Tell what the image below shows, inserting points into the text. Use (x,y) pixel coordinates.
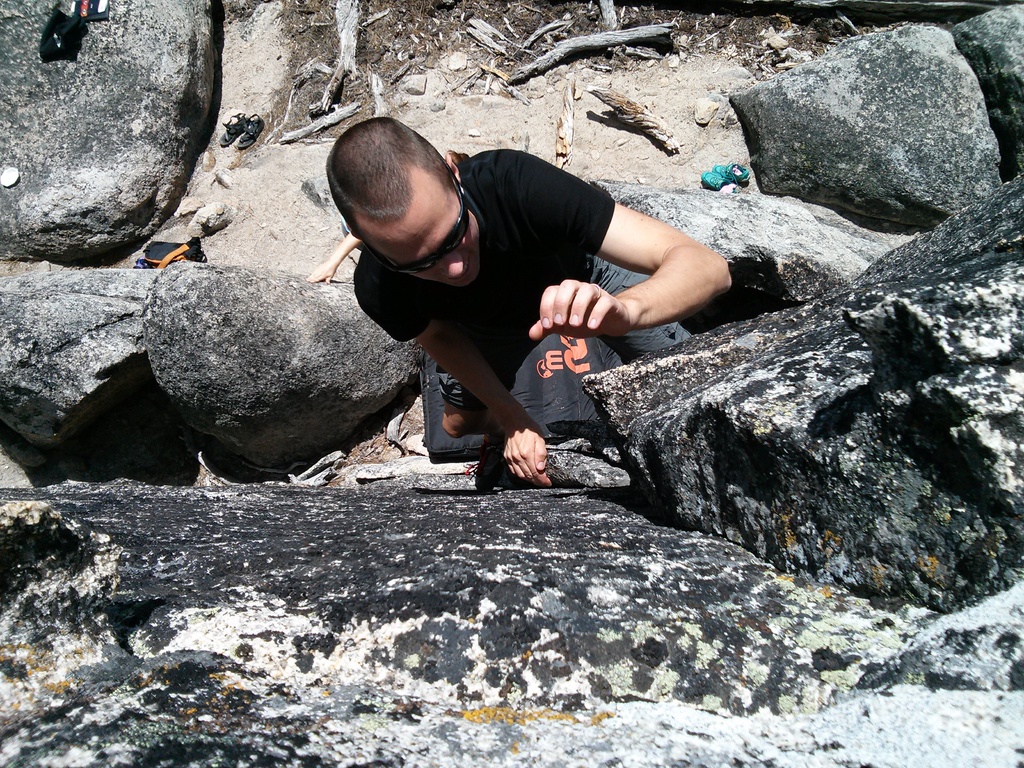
In the center of the image (512,270) there is a person (515,281) standing and wearing spectacles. In the background (77,143) we can see slippers (236,121), bag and rocks (958,166).
